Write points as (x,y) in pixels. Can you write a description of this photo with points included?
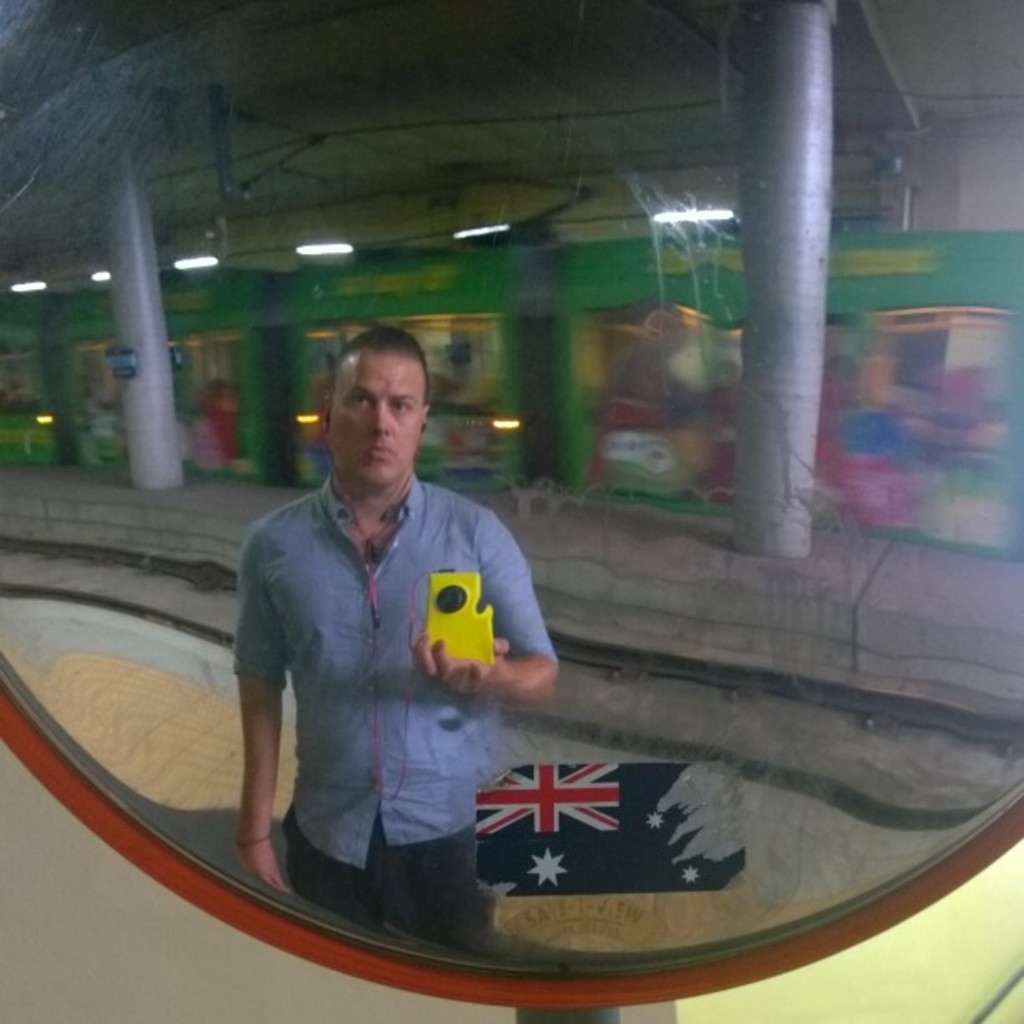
In this picture we can observe a mirror (772,506). In the mirror (117,412) we can observe a person (383,668) standing on the platform (673,913). There is a railway track (569,714) behind him. In the background (159,365) we can observe two pillars (120,296) and some tube lights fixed to the ceiling (349,200).
